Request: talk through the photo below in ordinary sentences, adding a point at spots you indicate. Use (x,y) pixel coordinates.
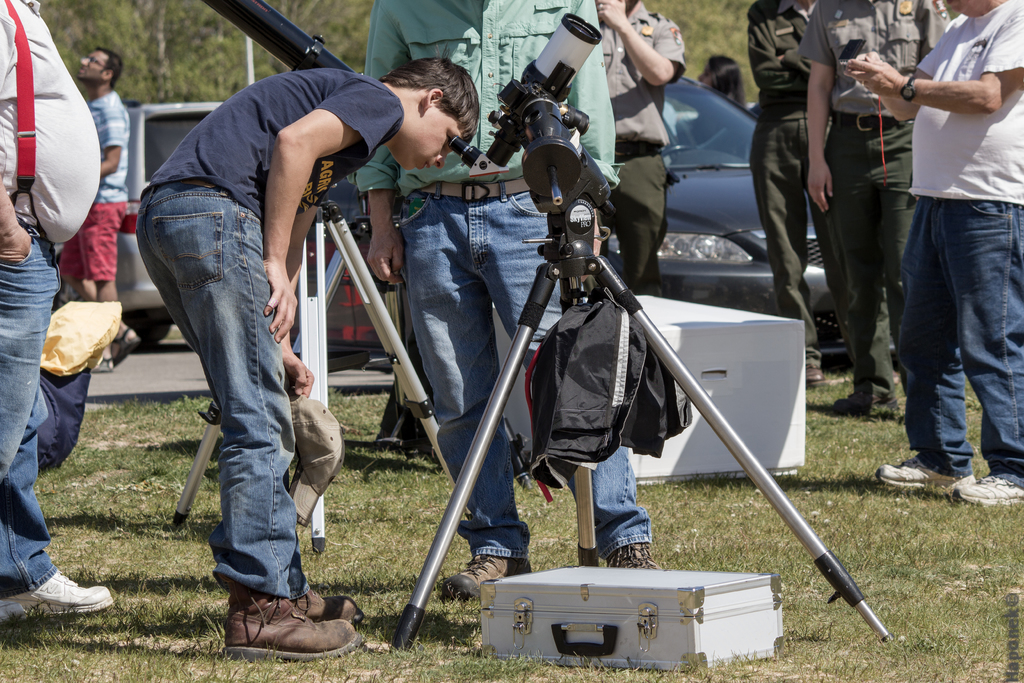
In this image we can see a group of people (958,110) standing on the ground (533,552), A telescope (556,217) is placed on a stand (521,335). A briefcase (711,652) is placed on the ground (863,669). One person (420,136) is wearing blue shirt (365,141) kid (318,167) holding a cap (338,430) in his hand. In the background (725,263), we can see vehicles (164,327) parked on the road (161,357), a group of trees (102,47).
